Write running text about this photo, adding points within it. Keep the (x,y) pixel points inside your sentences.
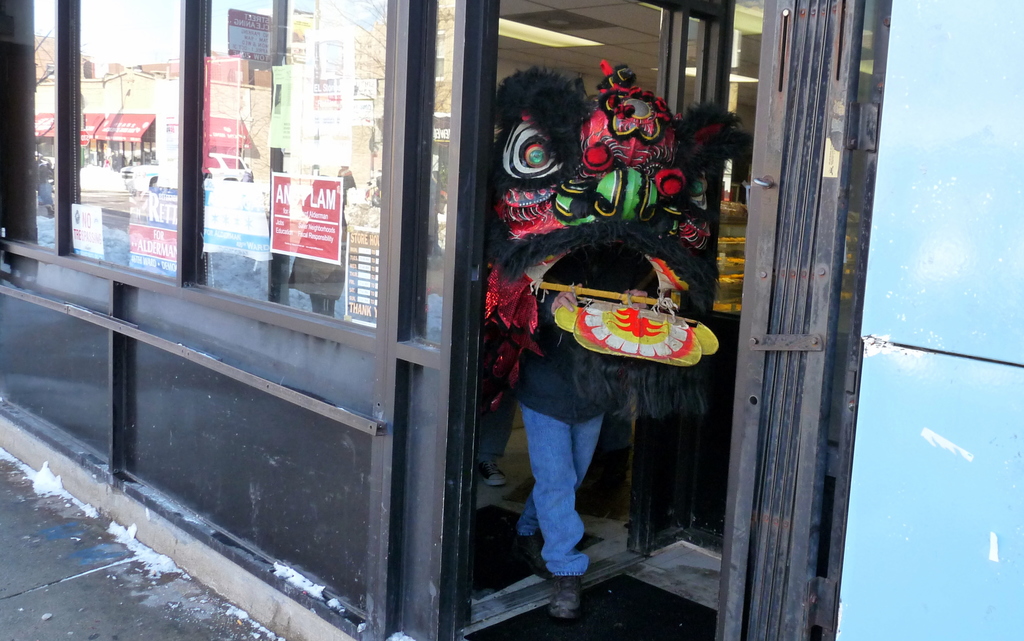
In this image we can see a person (639,347) dressed in a costume (603,355) standing on the floor (650,565). In addition to this we can see stores (264,87), information boards (298,201), walls (124,472) and floor (85,525).
